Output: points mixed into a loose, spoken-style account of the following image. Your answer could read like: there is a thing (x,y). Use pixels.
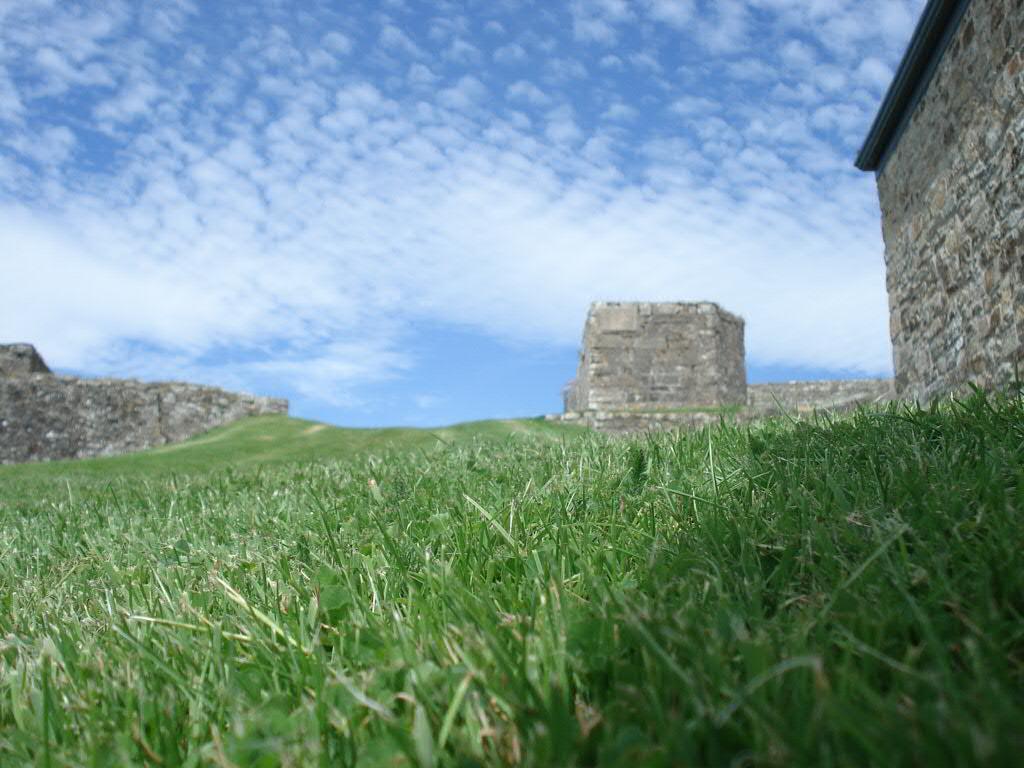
In this image we can see a few Ruins (673,382), some green grass (998,662) on the ground (754,426) and at the top (105,93) there is the cloudy sky (349,396).
